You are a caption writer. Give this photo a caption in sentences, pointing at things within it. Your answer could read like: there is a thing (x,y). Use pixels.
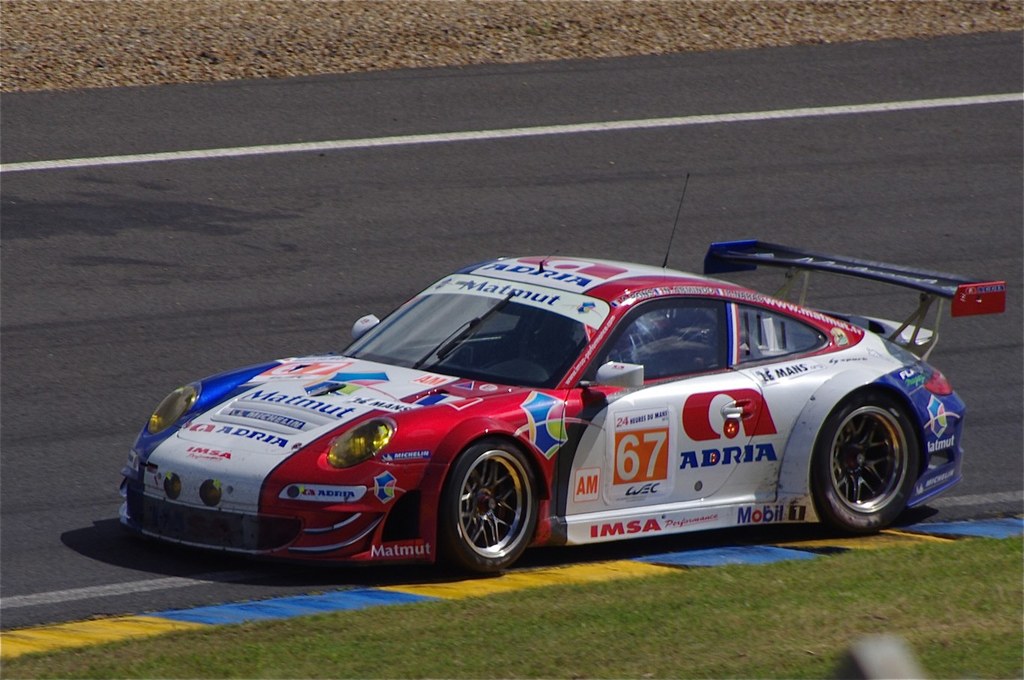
In this picture we can see a vehicle (353,453) on the road (333,291), beside this road (332,289) we can see an object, grass (852,578).
